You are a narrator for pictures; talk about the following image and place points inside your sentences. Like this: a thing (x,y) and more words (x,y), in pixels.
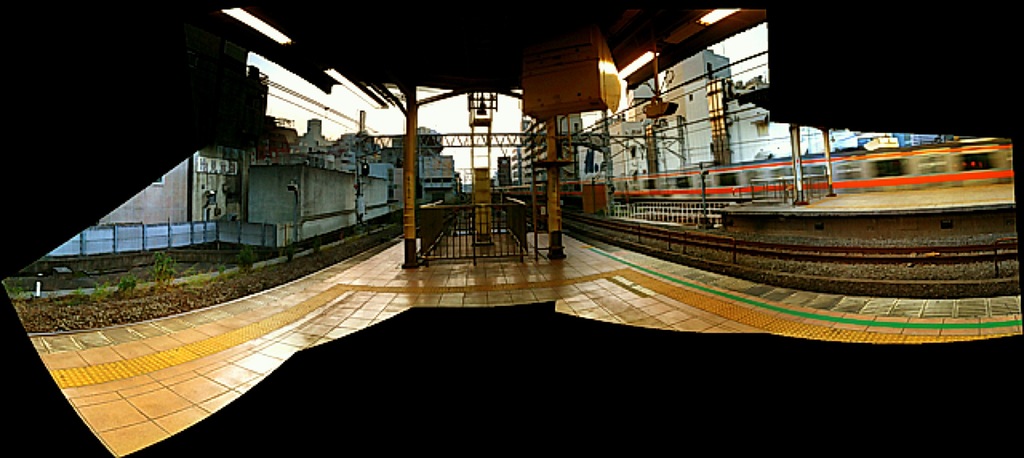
In this image I can see a platform (465,270) in the front (477,307) and in the background (733,130) I can see number of buildings (714,76) and number of poles (555,216). On the left side of this image (253,261) I can see few plants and on the right side (954,154) I can see a train (622,186). I can also see few lights (233,16) on the top of this image (246,11).
